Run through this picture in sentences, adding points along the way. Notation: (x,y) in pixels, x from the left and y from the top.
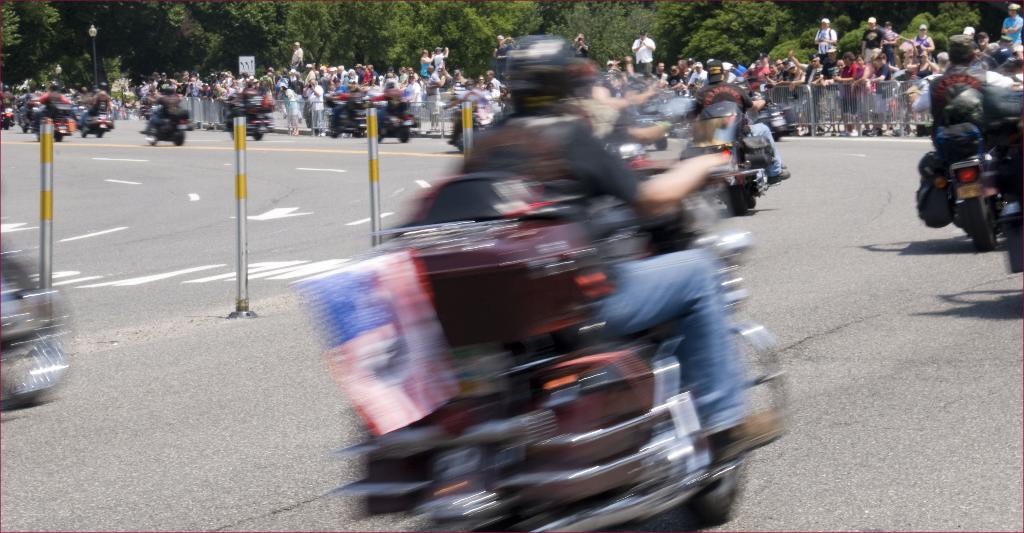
In the image we can see there are people (533,114) sitting on the bike (30,285) and they are carrying bags (997,97) on the bike (997,211). There are iron poles (47,249) kept on the road (230,191) and there are spectators (348,72) watching them. Behind there are trees (35,40) and in front (717,476) the image is little blurred.
